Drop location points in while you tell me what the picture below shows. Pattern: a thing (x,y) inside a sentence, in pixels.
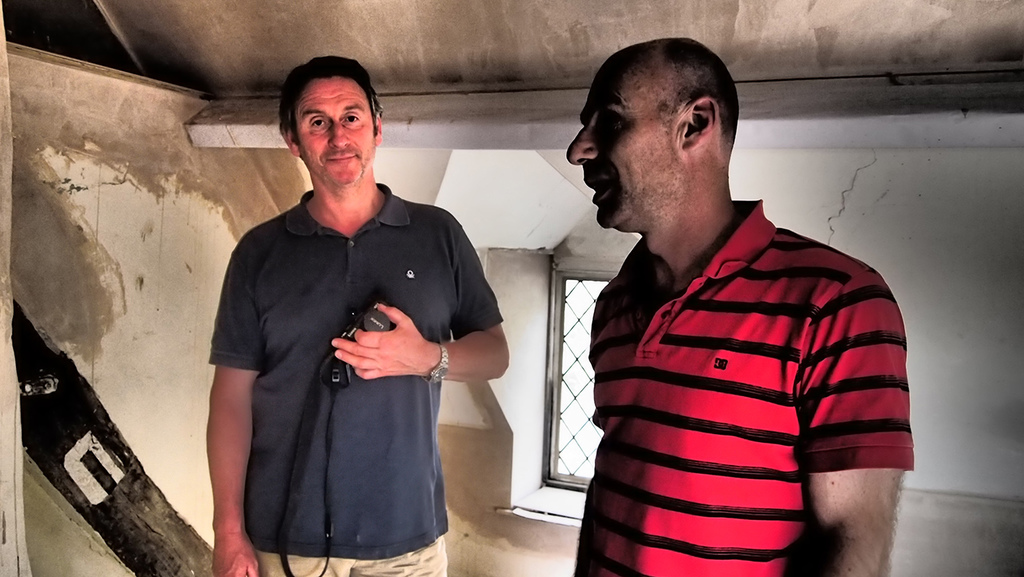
The man (715,359) in the red T-shirt (666,348) is standing and he is trying to talk something. Beside him, we see a man (293,280) in the black T-shirt (454,261) is standing and he is holding a camera (353,318) in his hand (409,350). He is posing for the photo. Behind him, we see a wall (452,200). In the background (554,291), we see a white wall (542,257) and a window (548,456). At the top (346,21), we see the roof (454,21) of the building (421,49).
